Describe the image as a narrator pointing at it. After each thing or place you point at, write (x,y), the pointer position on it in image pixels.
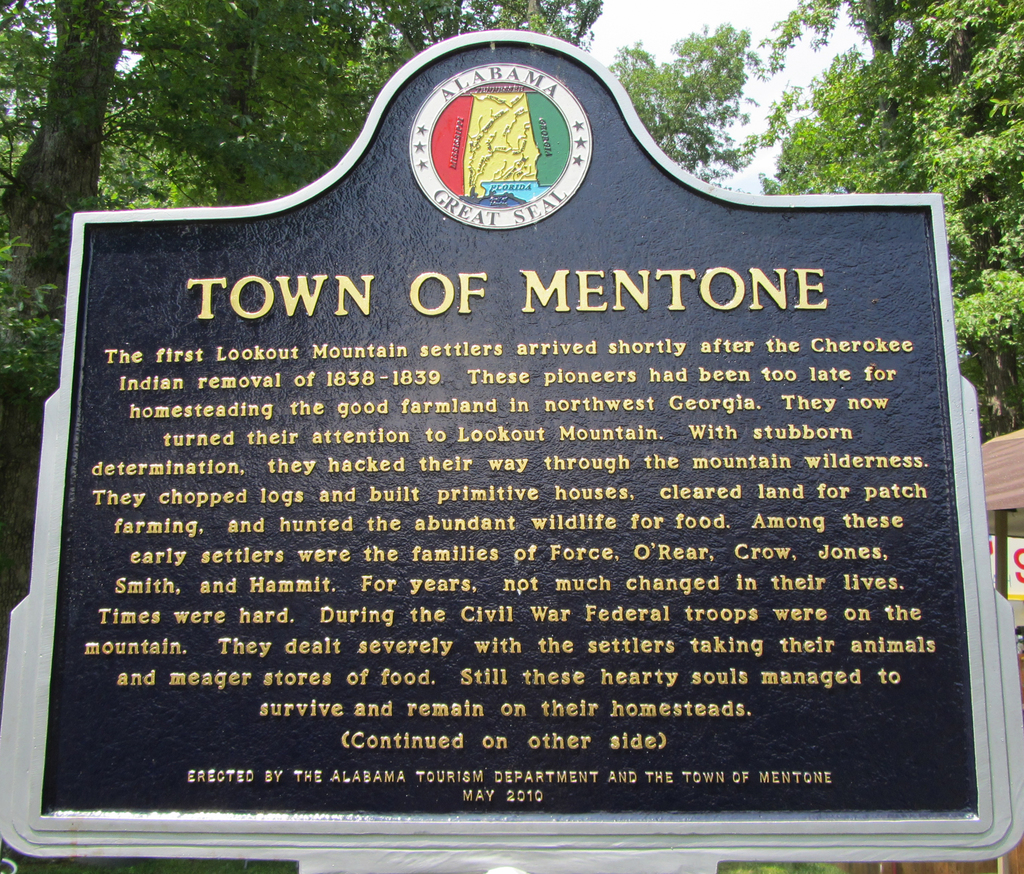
This image consists of a memorial stone (592,674). In the background (26,78), there are trees (536,29). On the right (991,499), we can see a small tent (1007,573).
